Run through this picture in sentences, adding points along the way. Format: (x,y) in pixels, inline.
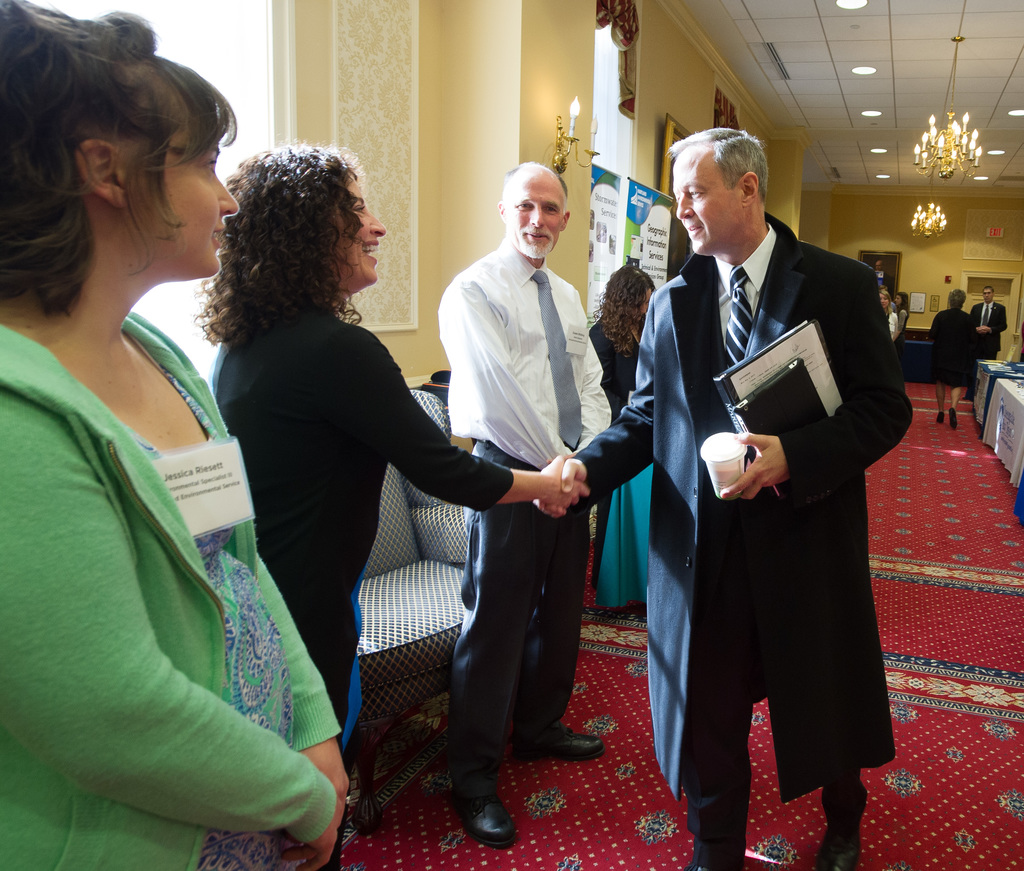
In this image, we can see people (68,302) and some are wearing id cards (200,484) and we can see people (548,471) shaking hands (571,460) and one of them is holding some objects (721,395). In the background (873,150), there are lights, boards (656,217) and we can see frames (932,295) on the wall (940,252) and there are some other people (981,351), chairs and there are curtains (632,50). At the bottom (922,667), there is a carpet (928,624).
